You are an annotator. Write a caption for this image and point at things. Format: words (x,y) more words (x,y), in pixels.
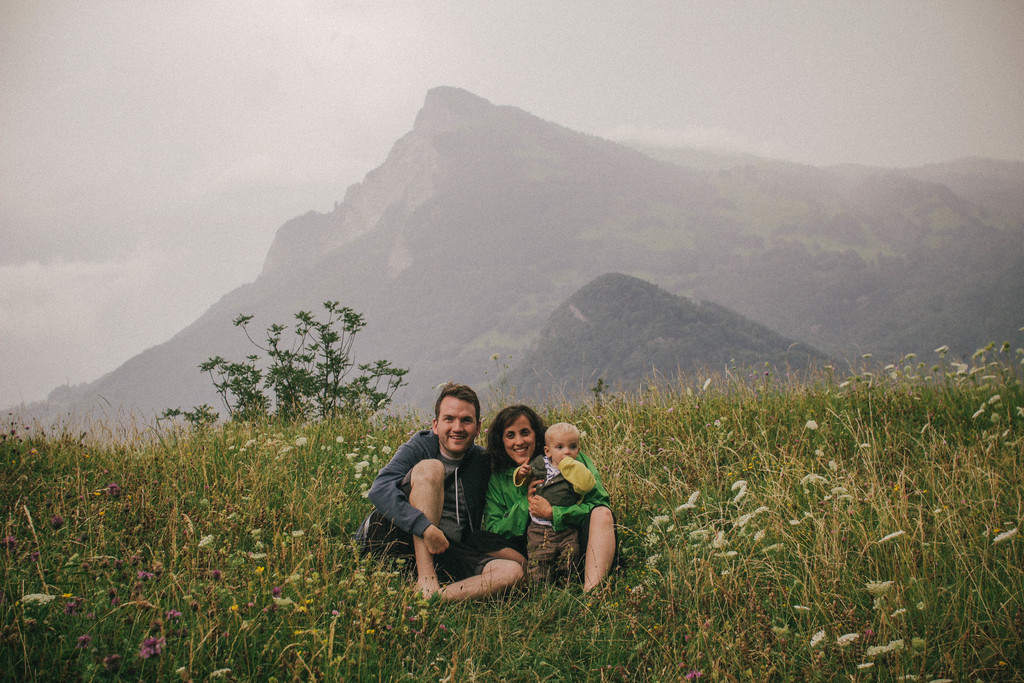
There are people (469,486) those who are sitting in the center of the image (495,408) on the grassland (520,626), it seems to be there is greenery (556,257) and sky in the background area (533,313).
